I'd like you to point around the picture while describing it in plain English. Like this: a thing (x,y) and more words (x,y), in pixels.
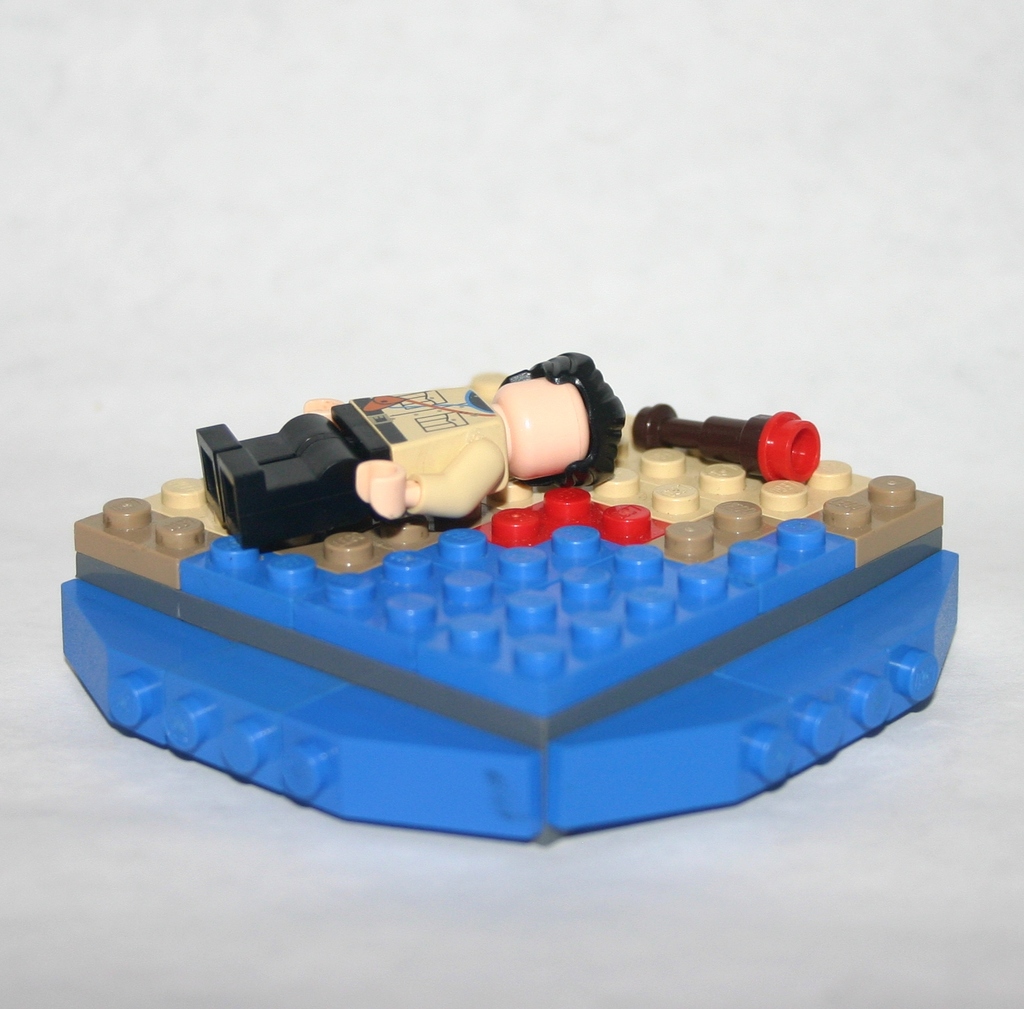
In this image there is a toy (328,657) on the surface (864,876), the background of the image (734,174) is white in color.
